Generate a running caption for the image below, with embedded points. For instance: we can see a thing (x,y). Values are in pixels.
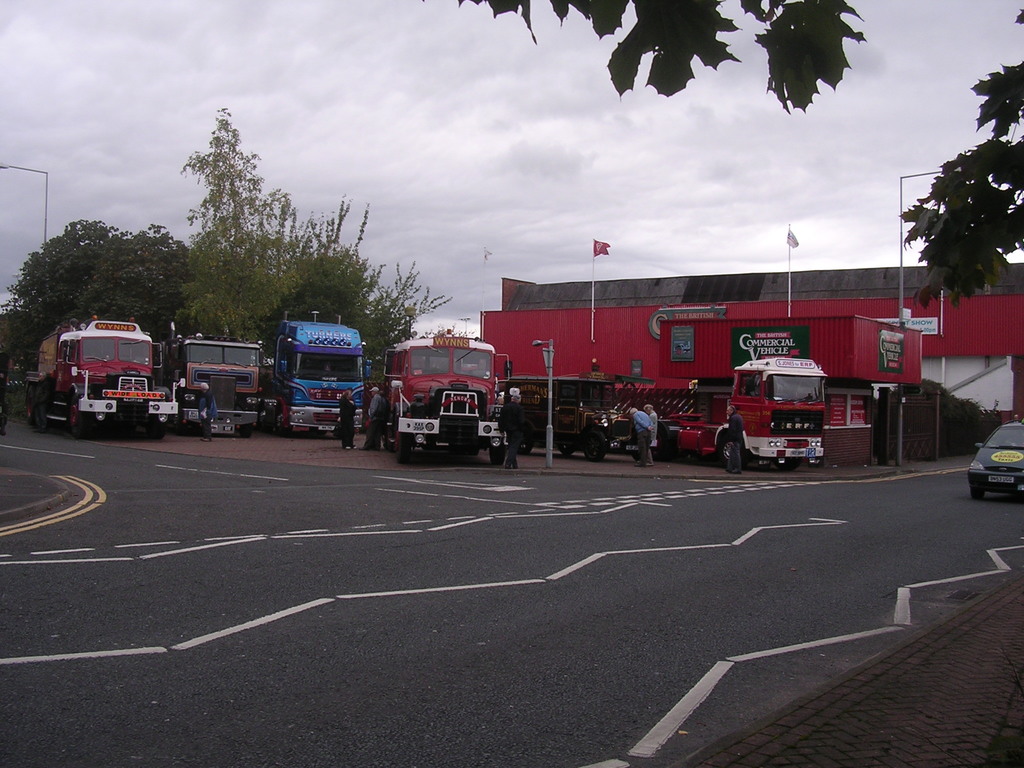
In this image I can see a vehicle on the road (634,569). In the background (436,426) I can see many vehicles (326,424), few people (514,439), poles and the shed (552,334). I can see many trees (164,265) and the sky (465,149).
